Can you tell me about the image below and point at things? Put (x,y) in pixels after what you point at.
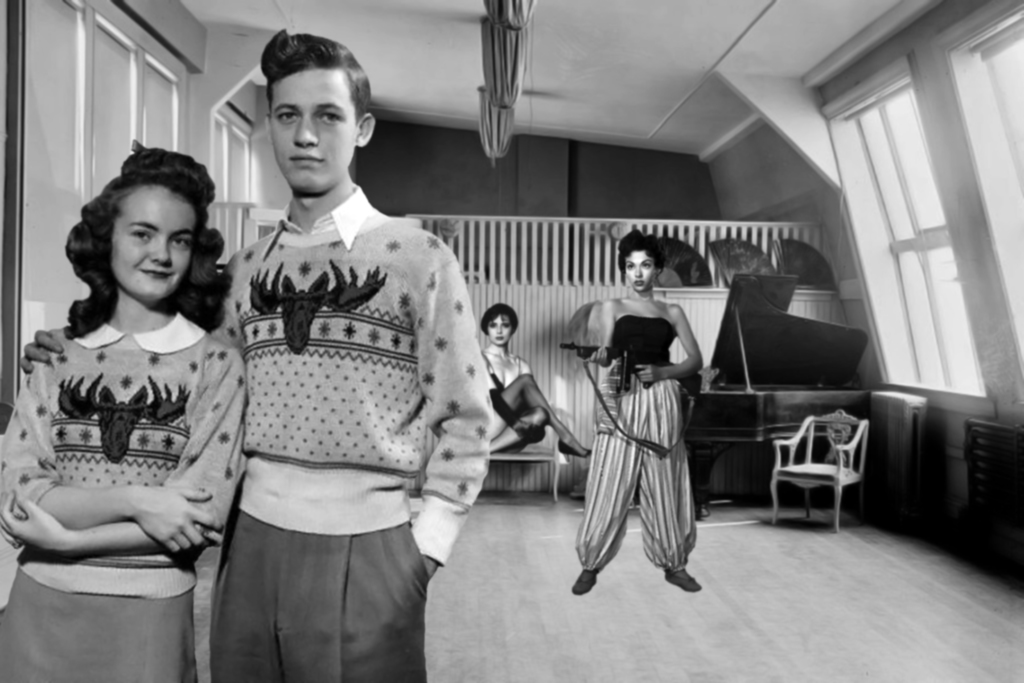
This is a black and white picture. Here we can see windows (889,201). We can see one girl (199,493) and a boy (270,433) wearing same attire (268,427) and giving a pose to the camera and the girl (140,448) holds a pretty smile on her face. Here we can see one woman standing and one sitting on a bench (554,477). Here this is an empty chair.
